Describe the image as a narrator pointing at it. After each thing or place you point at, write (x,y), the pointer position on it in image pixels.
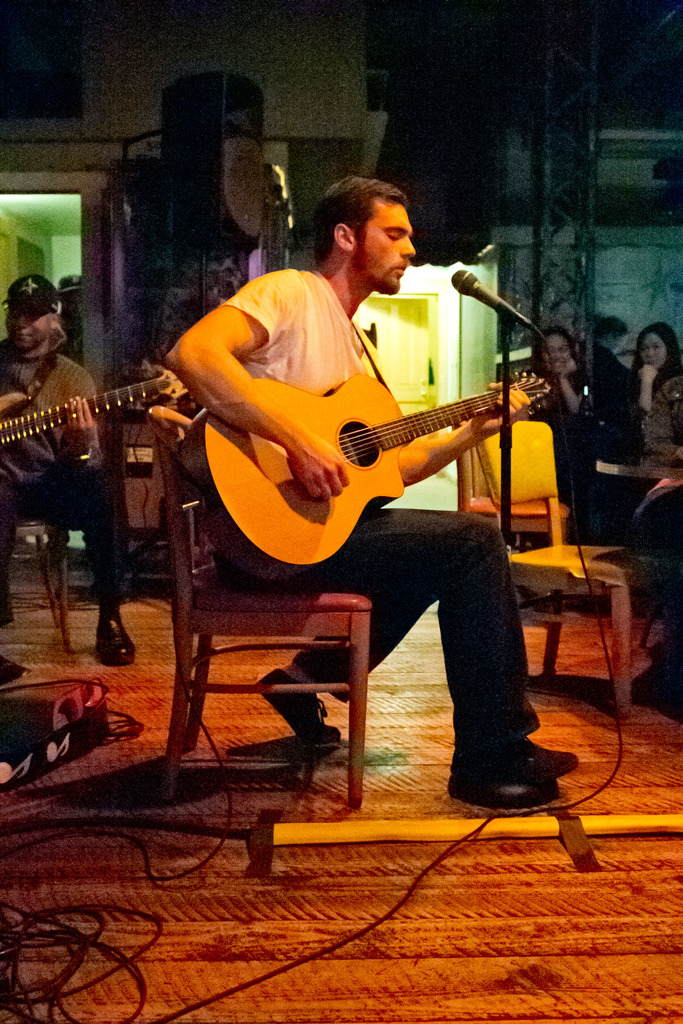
In this picture there is a man (315,329) who is playing a guitar (375,486). There are two women (644,400) sitting on the chair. There is also another man (110,617) sitting and playing guitar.
